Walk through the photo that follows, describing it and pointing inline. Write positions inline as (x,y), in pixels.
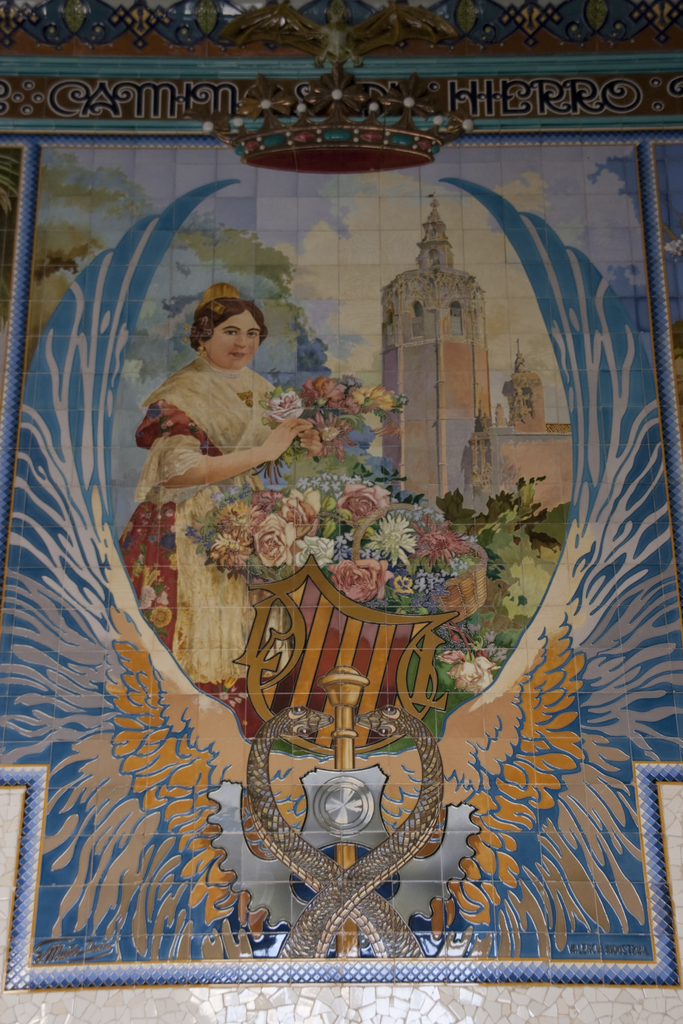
In this image there is a picture (344,385) of a woman (261,407) with tiles (518,159).
